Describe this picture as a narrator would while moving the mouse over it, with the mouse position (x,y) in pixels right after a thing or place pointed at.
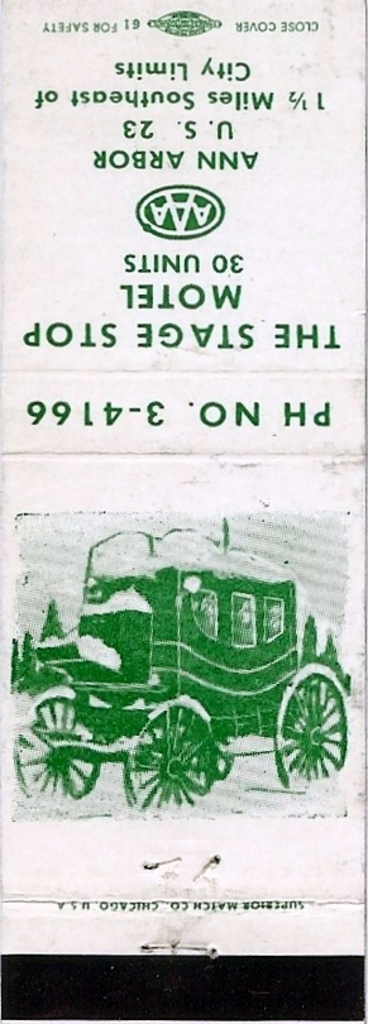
This is a picture of a poster (174,282), where there is a photo (72,523), numbers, words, symbols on it.
